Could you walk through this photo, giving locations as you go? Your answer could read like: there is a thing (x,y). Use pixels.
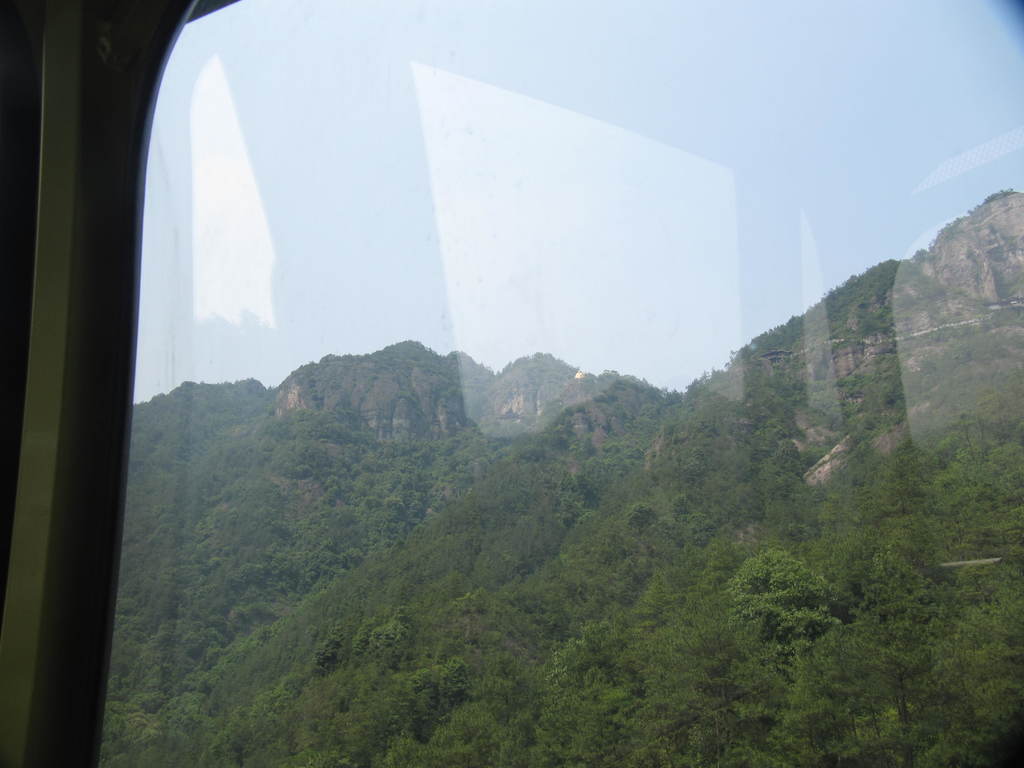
In this image, we can see a view from the glass (675,380). We can see some mountains (598,426) and trees (604,460). We can also see the sky (557,96).
